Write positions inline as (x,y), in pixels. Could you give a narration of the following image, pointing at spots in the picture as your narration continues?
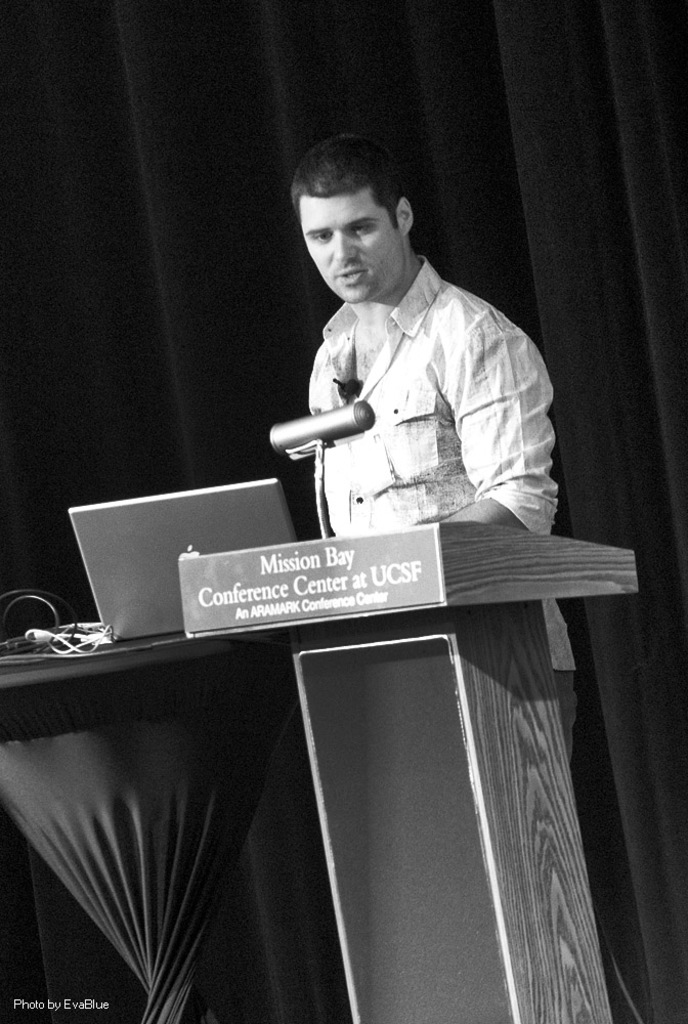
In this image, we can see a man (398,330) standing and there is a table (244,659), on that table (286,646) there is a laptop (288,536) and there is a dark background (609,136).
